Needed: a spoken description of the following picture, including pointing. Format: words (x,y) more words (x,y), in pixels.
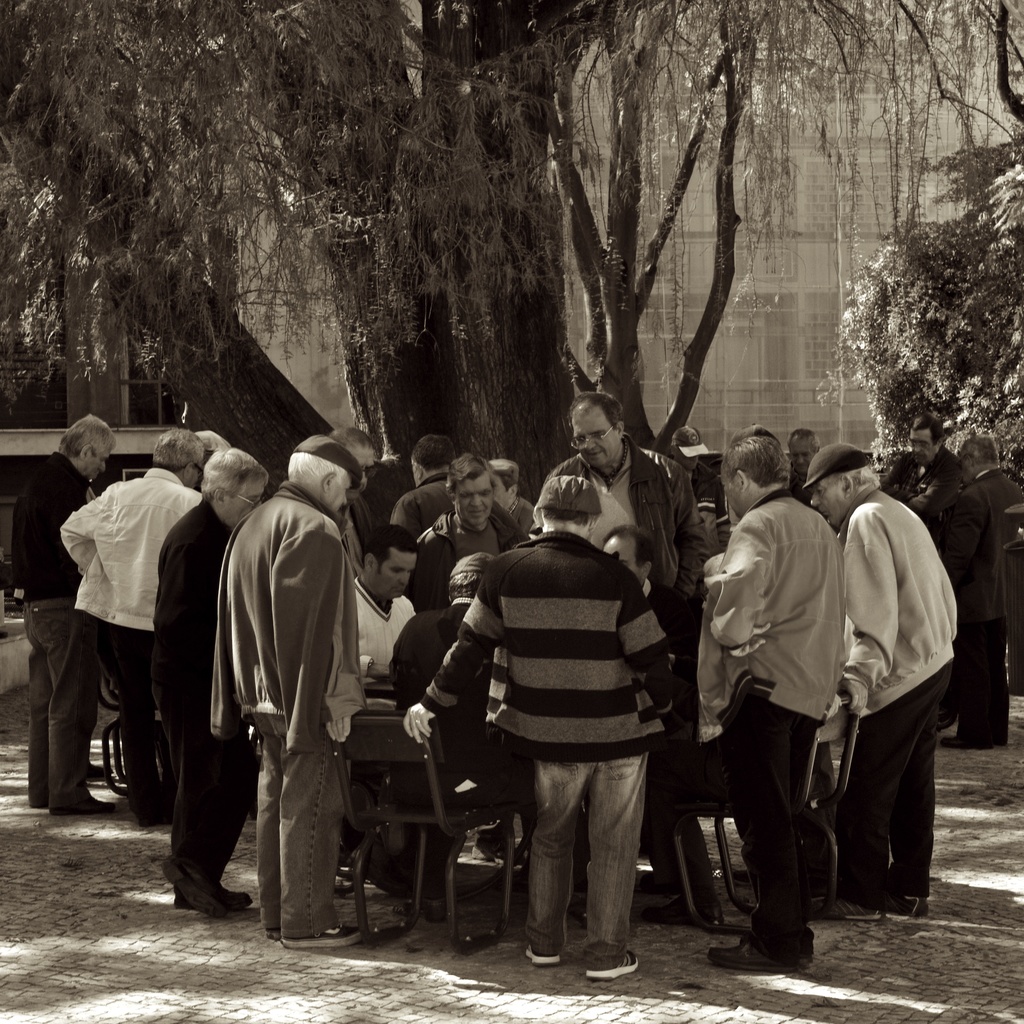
In this image there are group of persons (546,581) standing and sitting. In the background (479,246) there are trees (877,314) and there is a building (741,253).
